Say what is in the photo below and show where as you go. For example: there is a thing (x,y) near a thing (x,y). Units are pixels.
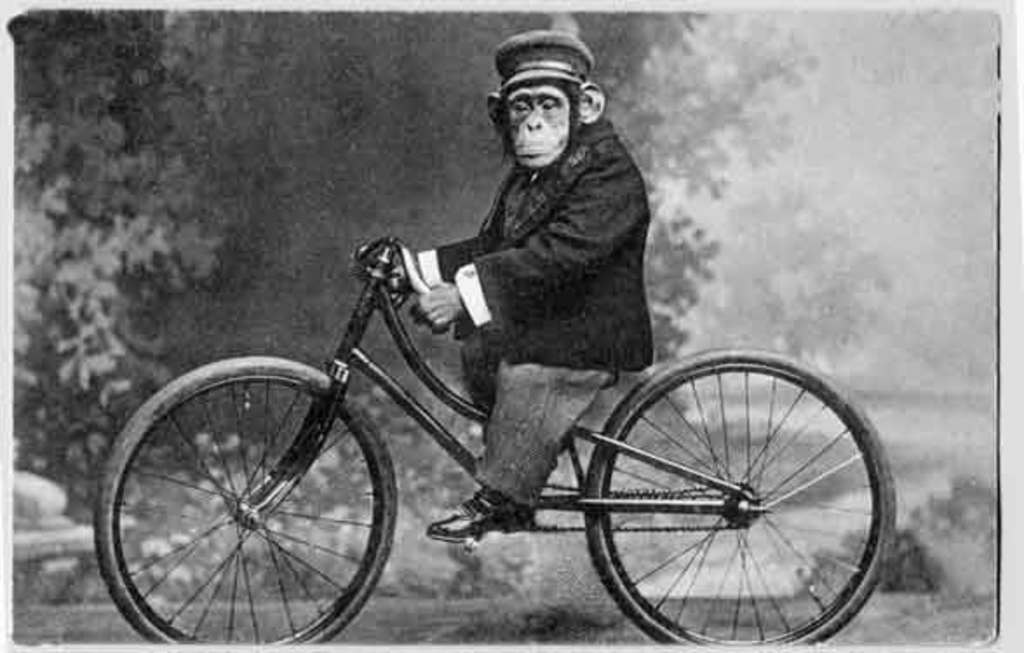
In this picture I can see a chimpanzee (590,378) riding bicycle (681,537) and I can see cap (551,41) on its head (547,112) and I can see trees (136,171) in the back (191,169).
